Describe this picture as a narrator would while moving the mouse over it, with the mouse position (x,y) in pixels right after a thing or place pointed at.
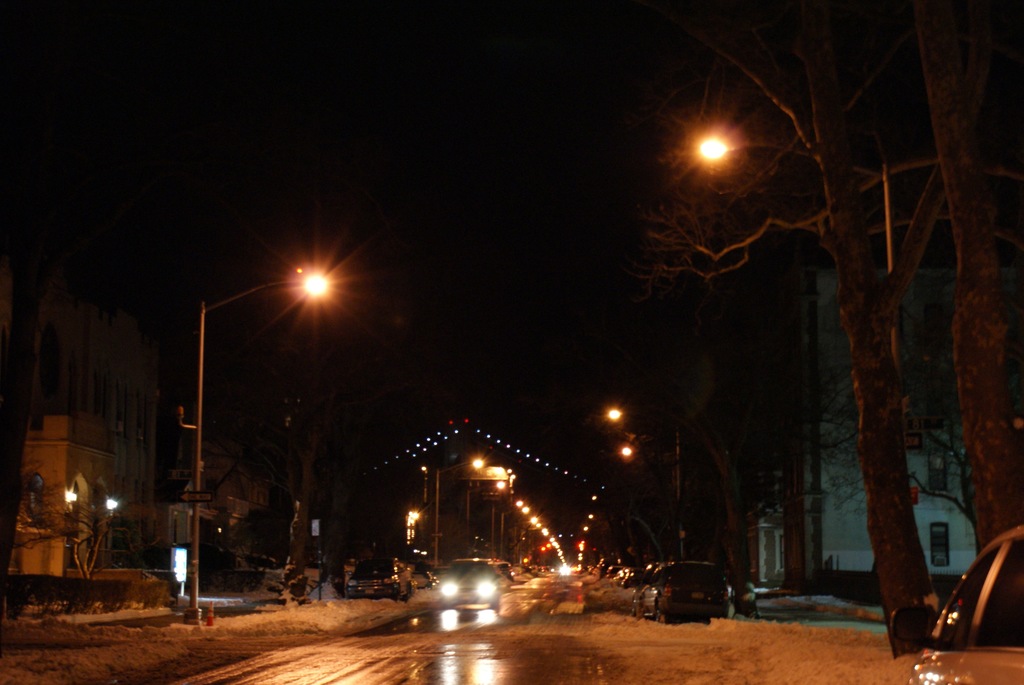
In this picture we can see many cars (687,574) on the road (585,600). Beside the road (531,619) we can see street lights (579,553). In the background (699,527) we can see the building (851,503), trees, plants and snow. At the top (475,159) we can see the darkness (451,169).
